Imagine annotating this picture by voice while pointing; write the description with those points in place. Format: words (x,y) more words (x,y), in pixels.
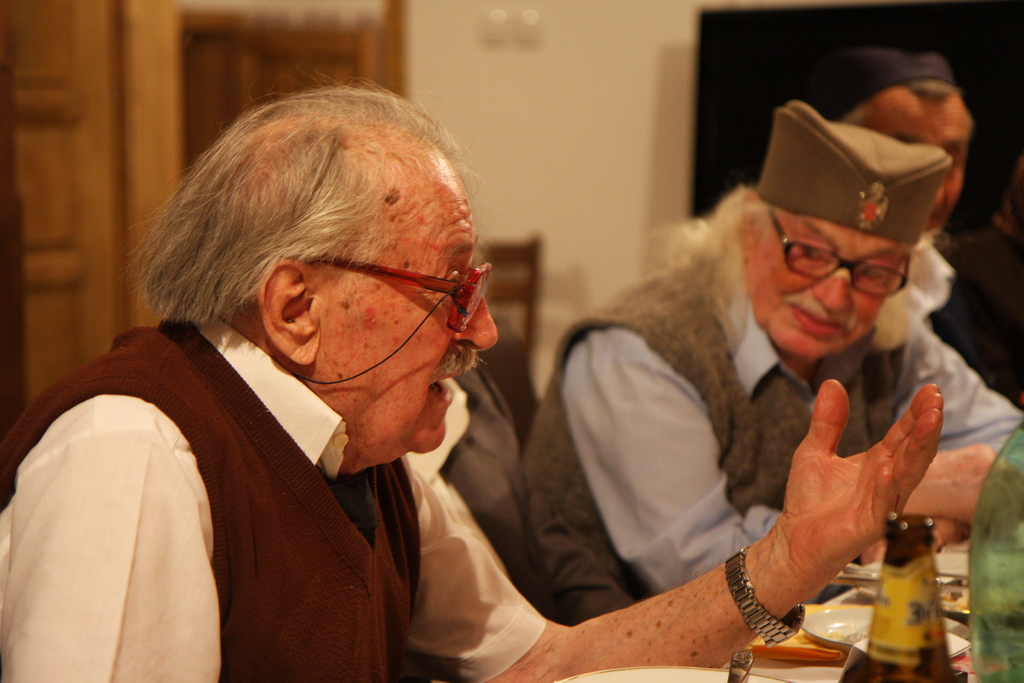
In image there are three man (720,322) sitting on chairs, in front of them there is a table (807,666), on that table (826,669) there are plates (825,636), bottles (885,610), in the background (679,95) it is blurred.
